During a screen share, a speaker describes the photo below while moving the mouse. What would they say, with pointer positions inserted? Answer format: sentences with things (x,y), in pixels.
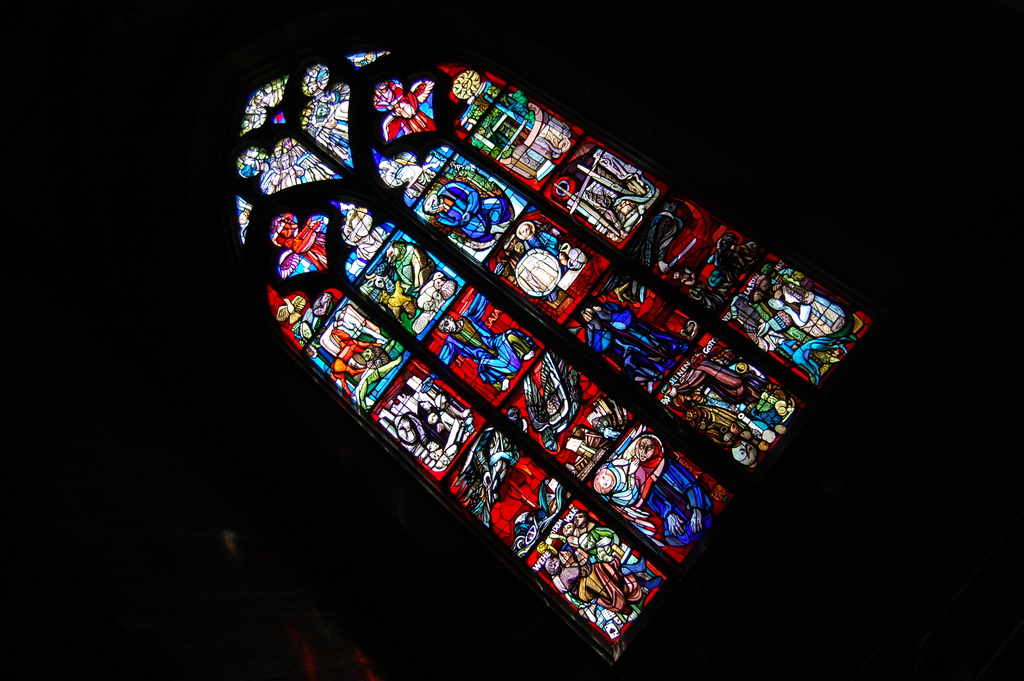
This picture is dark, in this picture we can see painting (702,230) on glass (353,228).
